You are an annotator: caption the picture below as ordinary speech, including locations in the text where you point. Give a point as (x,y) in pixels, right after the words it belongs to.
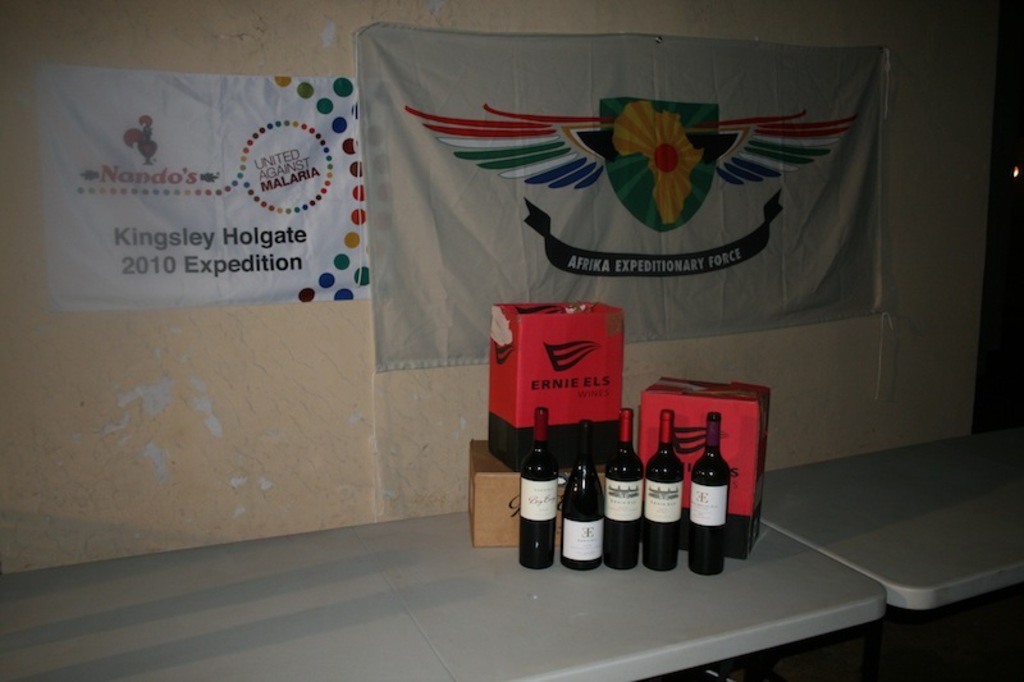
At the bottom of the image (625,565) there are tables (880,560) and we can see bottles (548,495) and boxes (514,401) placed on the table (662,605). In the background (426,135) there are banners (364,158) and a wall (886,139).
